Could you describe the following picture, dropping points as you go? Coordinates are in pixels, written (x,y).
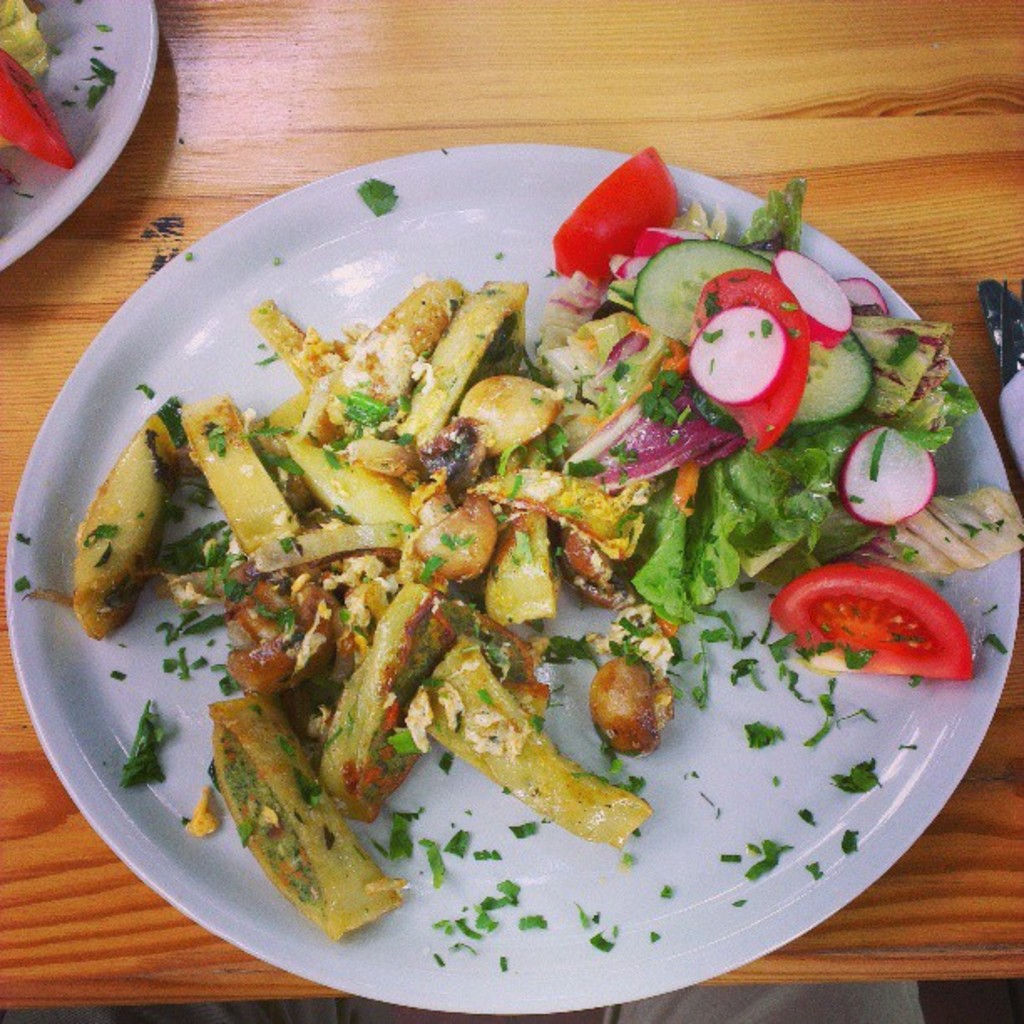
In this picture we can see a table (847,74). On the table (26,312) we can see the plates (54,65) which contains food (483,516). At the bottom of the image (850,1002) we can see a person legs (787,1002).
